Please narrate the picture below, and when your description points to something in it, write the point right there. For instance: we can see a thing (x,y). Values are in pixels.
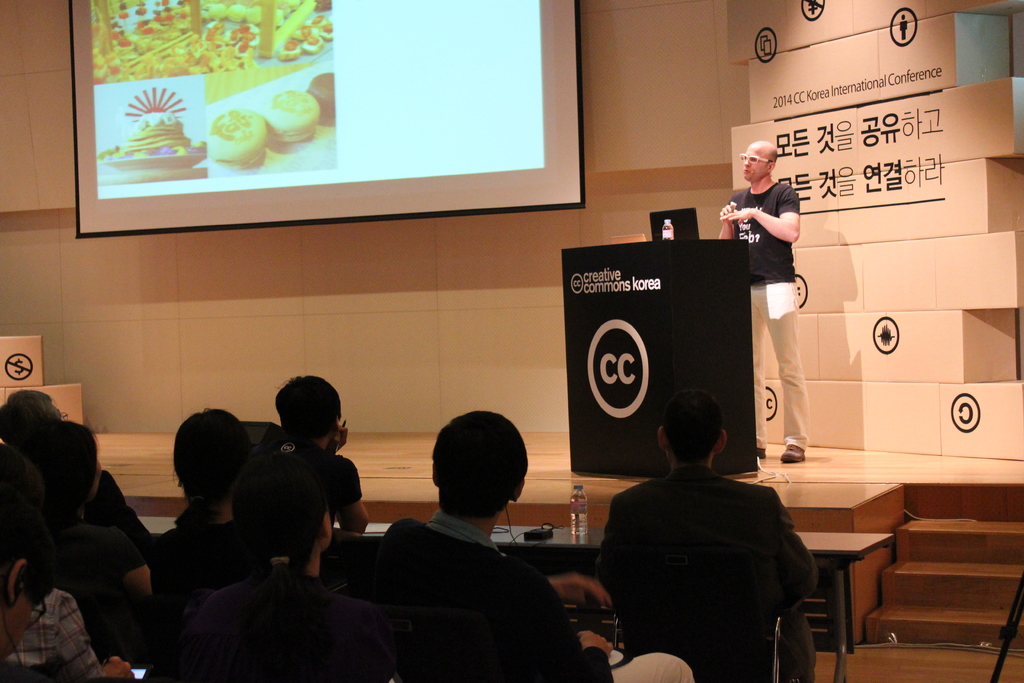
In this image we can see few people (251,524) sitting on chairs (367,552). In the back (768,270) there is a person (757,254) standing. In front of him there is a stand (640,327) with logo (616,326) and some text (615,271). On the stand (657,241) there is a bottle (673,230) and a laptop (686,219). Also there are steps (951,548). And there are tables (504,530). On the table (524,527) there is a bottle (580,521). In the background (178,298) there is a wall (308,285). On the wall (387,304) there is a screen (302,141). On the screen (149,50) there are food items (159,113).
